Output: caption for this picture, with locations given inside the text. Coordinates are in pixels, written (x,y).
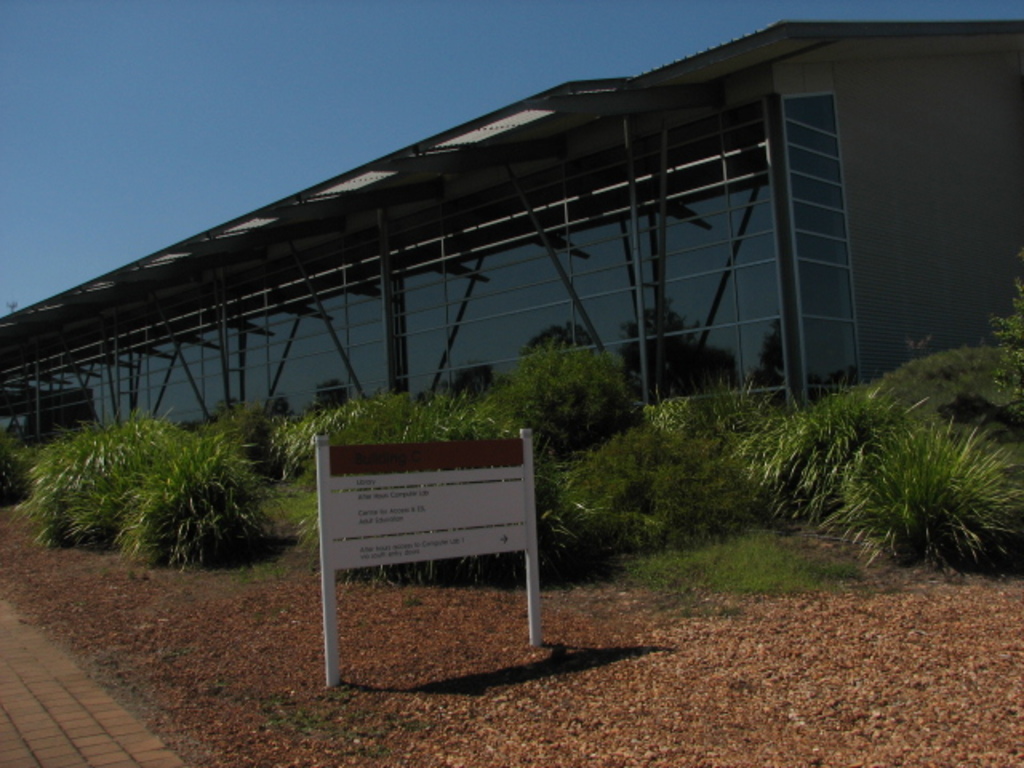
In the picture we can see a house building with glasses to it and some poles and rods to it and besides the house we can see some plants (669,523) and grass (191,446) on the path (724,688) and some board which is white in color with some information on it.
